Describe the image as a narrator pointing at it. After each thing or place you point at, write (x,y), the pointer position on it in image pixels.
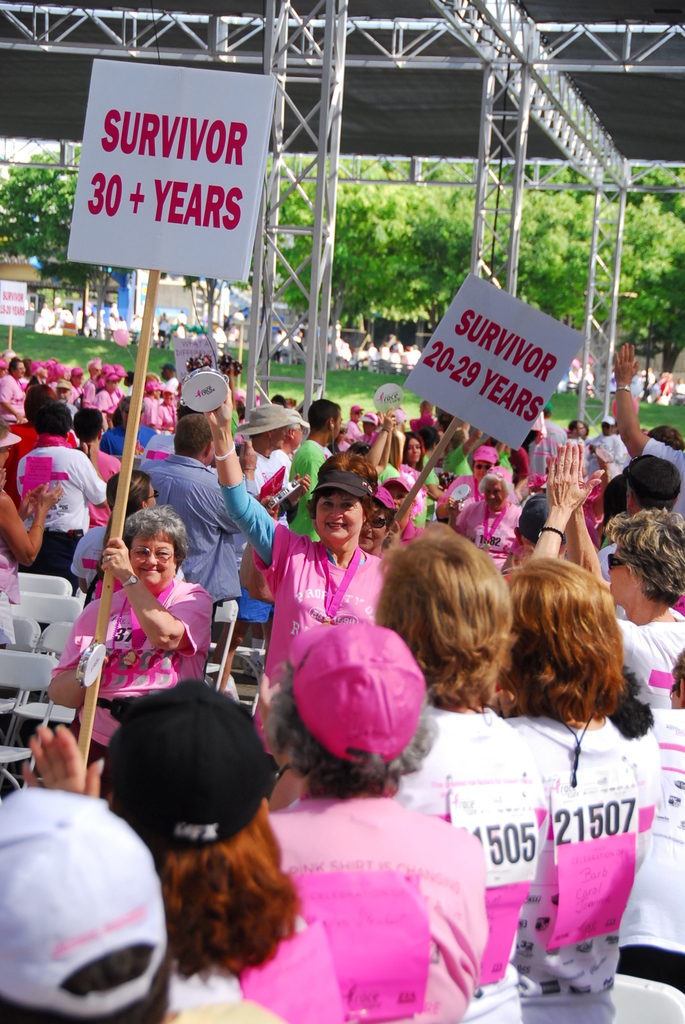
In this picture there are few people (487,589) wearing white and pink color dress (450,730) where two among them are holding a stick (135,421) which has a board (181,146) attached to it and there are few iron rods (330,170) and trees (405,218) in the background (388,265).
